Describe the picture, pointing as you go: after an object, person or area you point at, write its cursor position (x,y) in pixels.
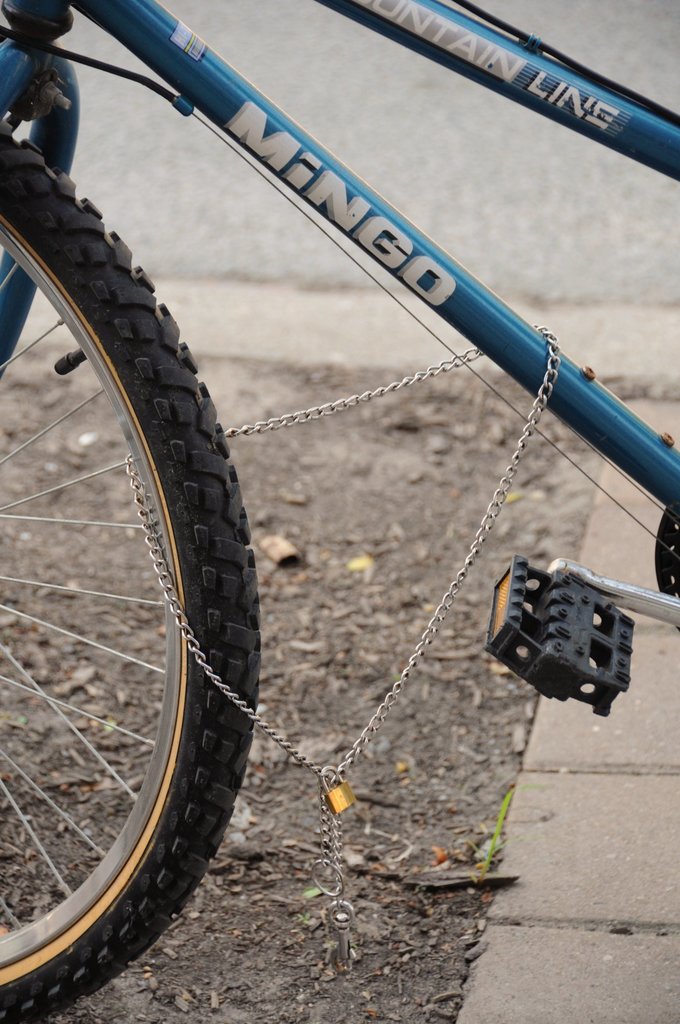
In this image in front (28,87) there is a cycle (209,720) on the ground (290,605).
